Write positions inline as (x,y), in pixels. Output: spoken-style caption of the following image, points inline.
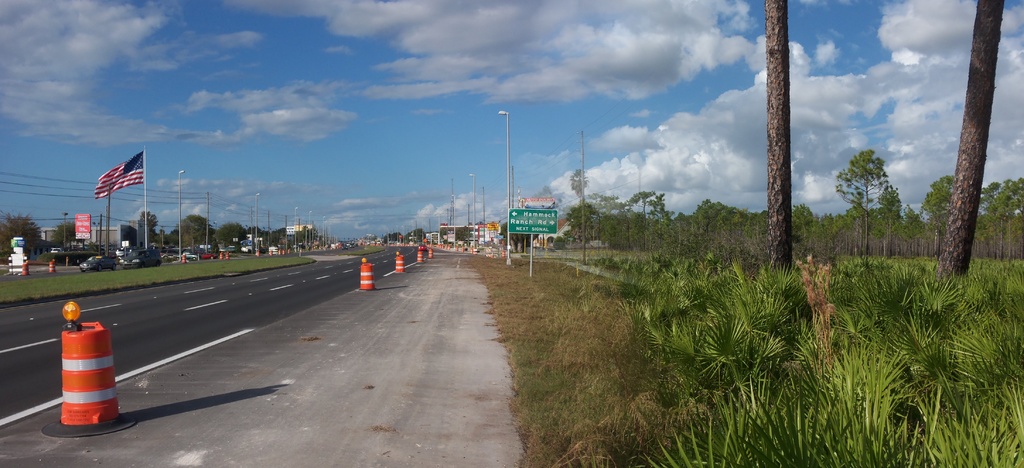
In this image I can see few trees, poles (255,248), light poles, buildings (133,229), wires (35,185), poles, traffic poles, signboards (87,232), grass (156,269) and few vehicles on the road (131,315). The sky (466,99) is in blue and white color.
